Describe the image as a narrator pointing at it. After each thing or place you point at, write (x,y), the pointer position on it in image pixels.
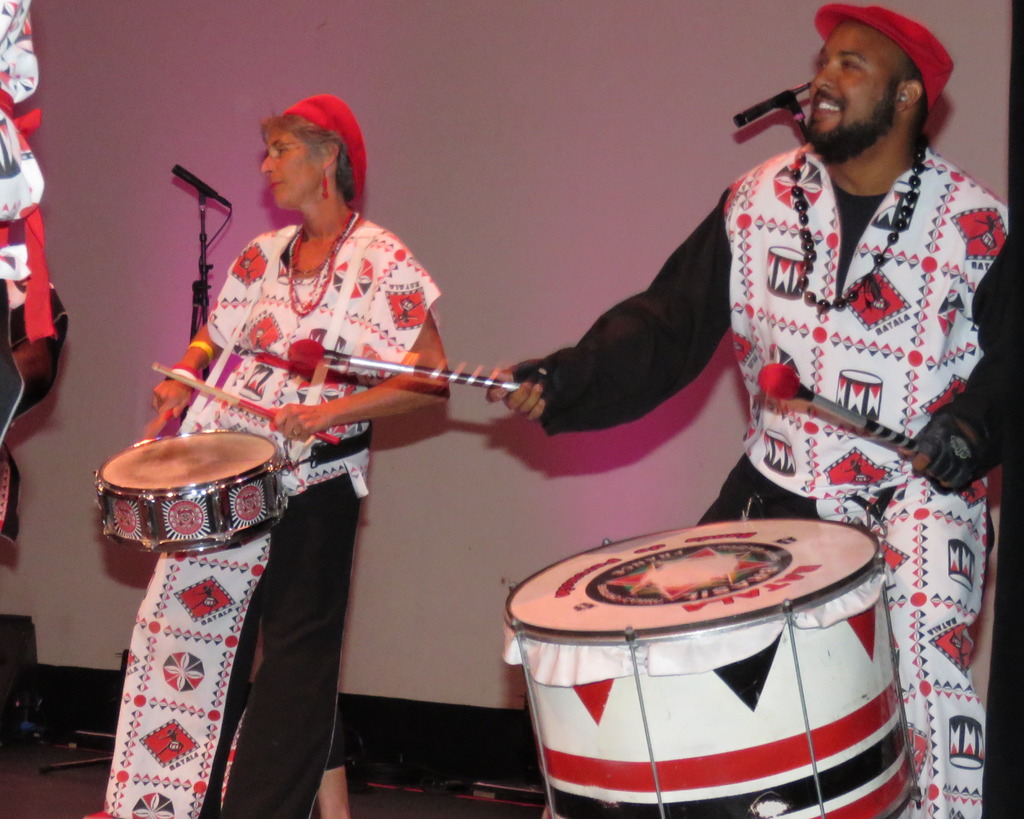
In the center of the image (355,499) we can see two people (815,507) standing and beating drums (125,524). In the background (204,293) there is a stand (202,271) and a wall (478,258).
